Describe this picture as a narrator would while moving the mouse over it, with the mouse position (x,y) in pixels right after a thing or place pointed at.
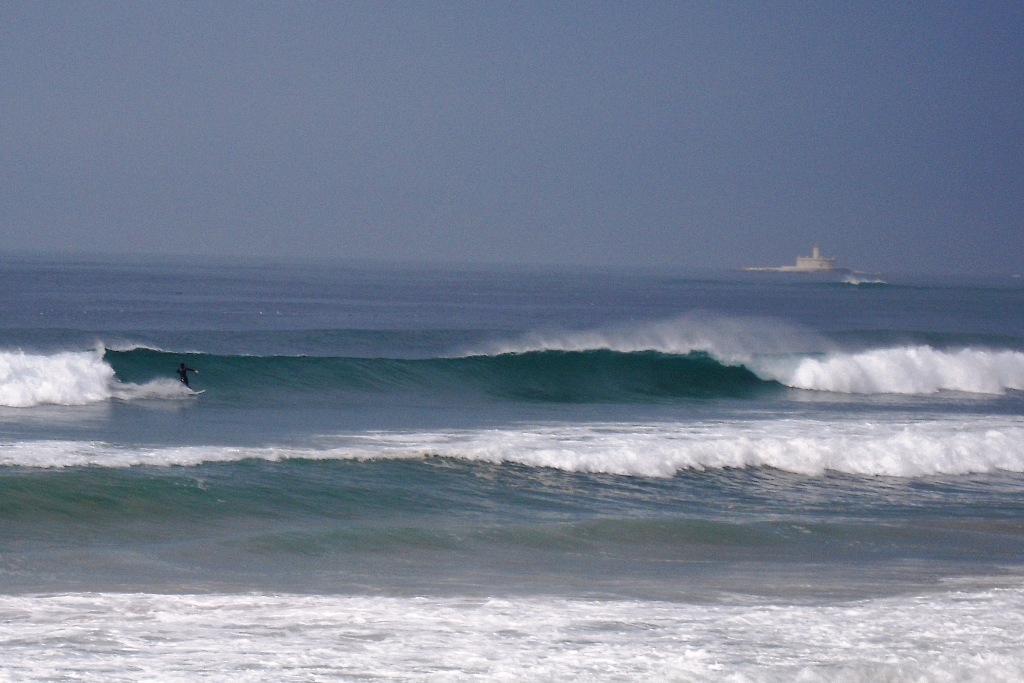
In this image we can see water (498,410), a person (182,379) surfing with a surfboard (195,393) on the water (507,409) and in the background (809,268) there is a building (817,250) and the sky (503,179).
